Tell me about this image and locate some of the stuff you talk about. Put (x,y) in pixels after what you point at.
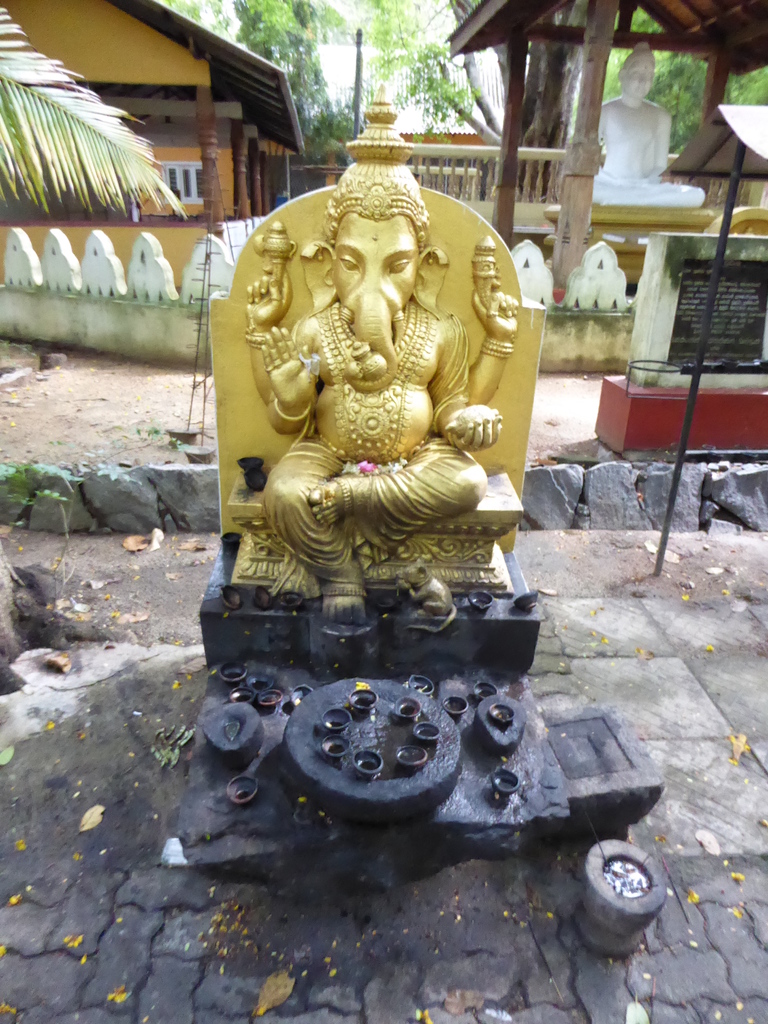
In this image this is the statue of lord Ganesha (335,387) and this all are lamp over here.
